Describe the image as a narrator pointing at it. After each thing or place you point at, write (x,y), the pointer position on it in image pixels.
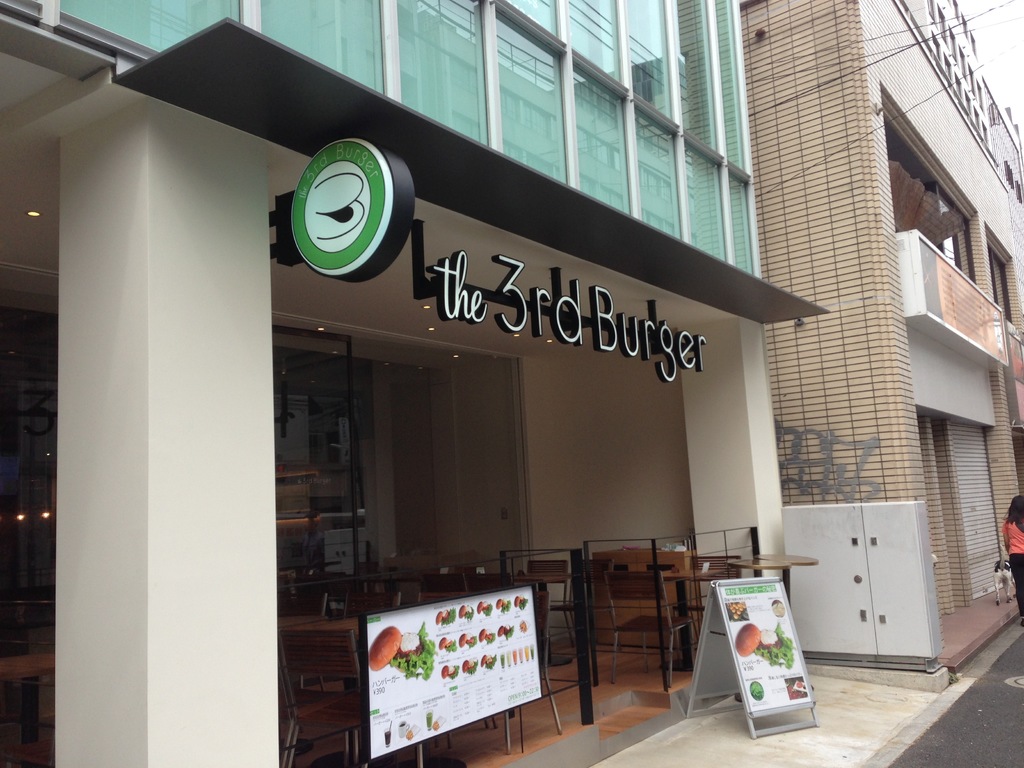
In this image I can see the buildings (587,77). I can see many chairs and tables (326,579). In-front of the buildings (472,463) I can see the boards (447,725) and the person (1020,599) with the black and orange color dress (1022,542).
